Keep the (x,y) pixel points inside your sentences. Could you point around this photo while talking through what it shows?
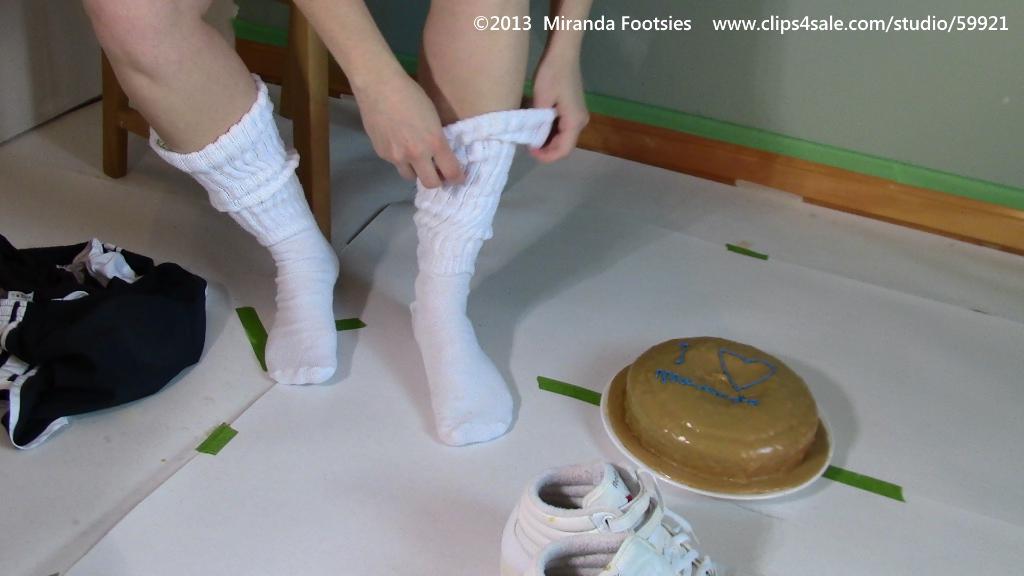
In this image there is a person (195,64) sitting and wearing socks (429,211), in front of him there is a pair of shoes (583,544), cake (704,405) on a plate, clothes (78,328) are placed on the floor (216,277). In the background (999,144) there is a wall (794,109).
